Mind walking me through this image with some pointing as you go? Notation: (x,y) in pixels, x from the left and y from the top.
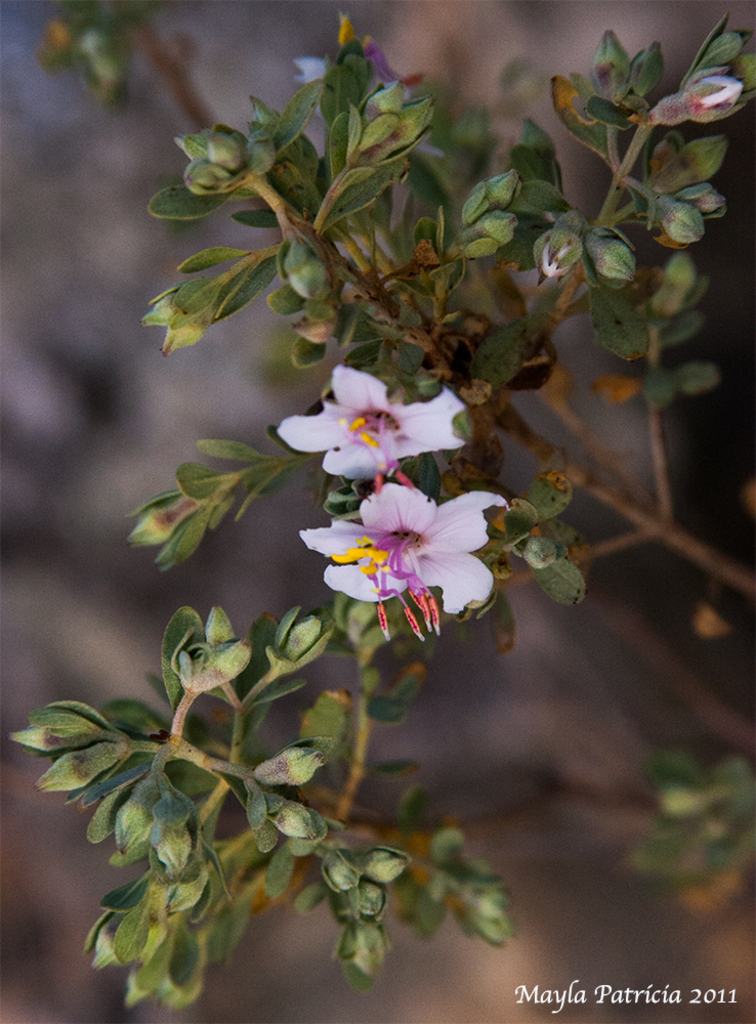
In this picture I can see the white flowers (367,450) and buds (578,257) on the plant (711,560). In the back (136,334) I can see the blur image. In the bottom right corner (541,990) there is a watermark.
